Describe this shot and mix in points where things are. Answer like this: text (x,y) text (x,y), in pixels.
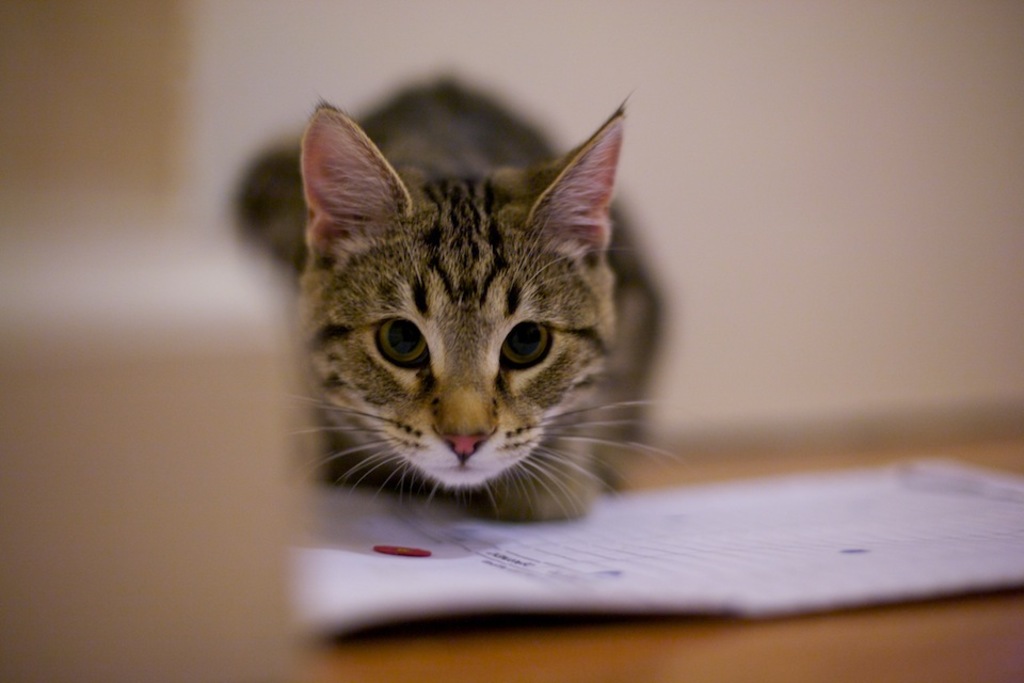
In this picture we can see a cat (417,271) and in front of the cat (454,387) there is a paper (569,543). Behind the cat (321,225) there is the blurred background (874,368).
